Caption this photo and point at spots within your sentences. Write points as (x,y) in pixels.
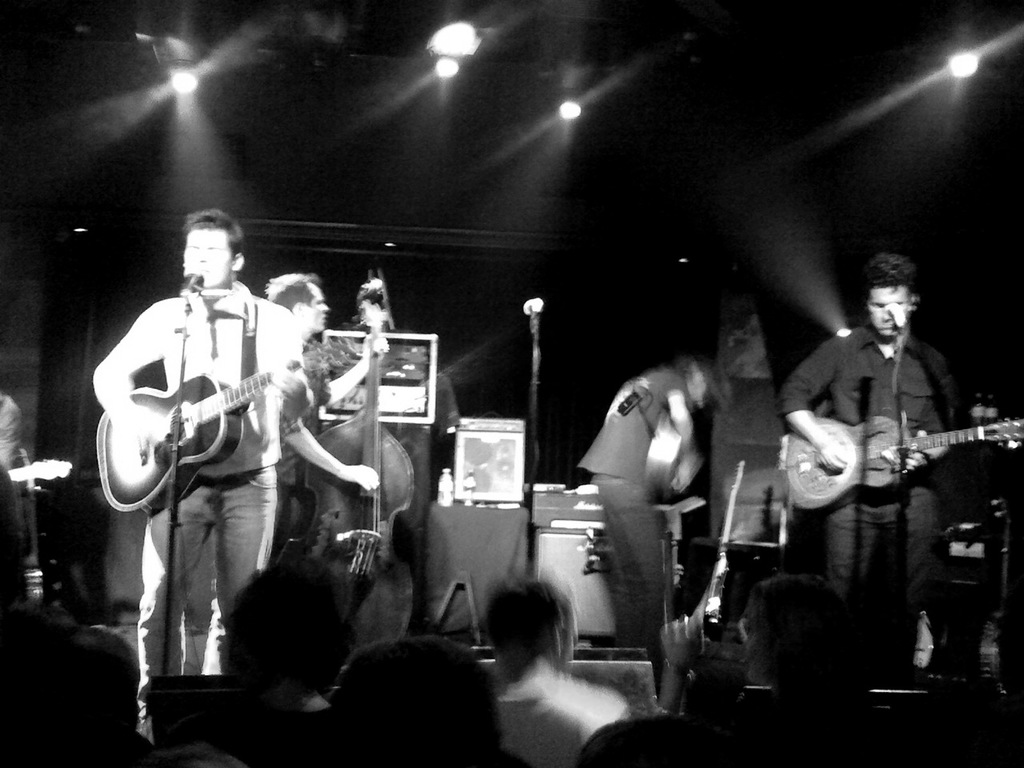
This is a picture of a band (171,328) performing live in a concert. In this picture on the right (882,380) in the left (216,331) and in the center (650,448) there are three men (642,488) standing and playing guitars (195,392). In the foreground (563,725) there are crowd (573,737). In the center of the image (511,482) there are music instruments (547,508) and microphones (896,361) on the stage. In the background (930,225) black curtain (945,225) and focus light (932,79).
